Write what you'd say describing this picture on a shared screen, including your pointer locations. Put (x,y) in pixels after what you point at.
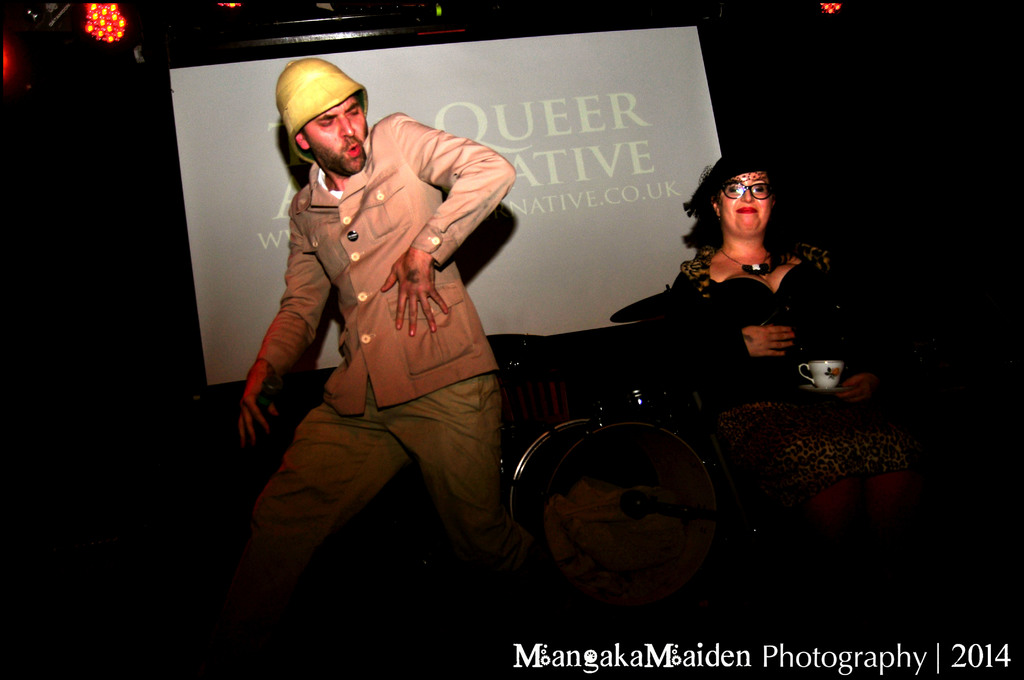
In this image in the front (400,338) there are persons (390,323) standing and sitting and there is a woman (792,377) holding a cup (808,367) in her hand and smiling. In the background (517,119) there is a board (559,177) with some text (566,172) written on it and there are lights (115,5) on the top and there is some text (780,662) written on the image with some numbers (970,653).
